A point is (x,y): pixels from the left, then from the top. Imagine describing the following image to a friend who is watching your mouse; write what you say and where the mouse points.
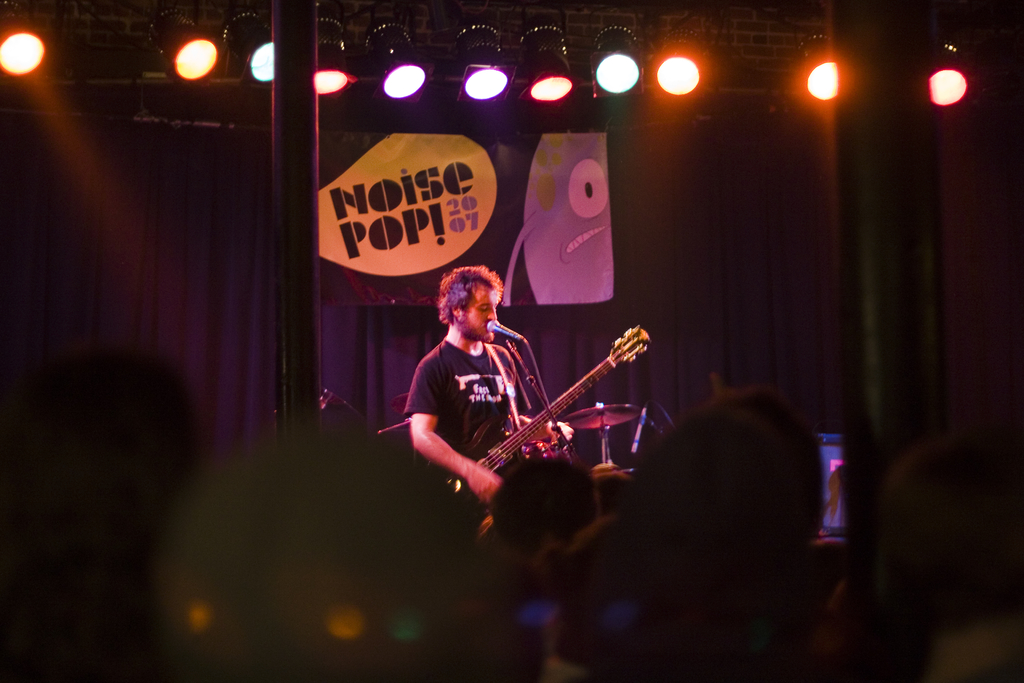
Here we can see a person (468,483) playing a guitar (642,339), singing a song with a microphone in front of him and behind him we can see drums (582,423) present and there is a banner (569,303) present and there are colorful lights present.
